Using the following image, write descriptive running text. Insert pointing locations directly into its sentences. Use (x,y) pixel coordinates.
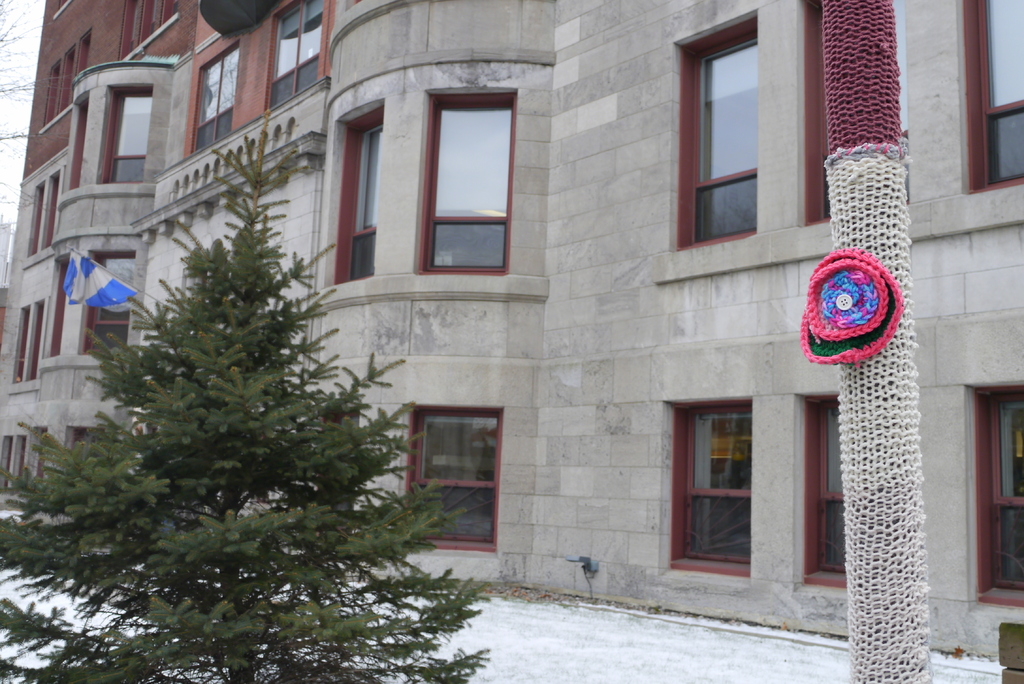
In this image I see a building (493,443) which is of white and red in color and I see a flag (126,287) over here and I see a pole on which there is cloth (881,108) which is of white and maroon in color and there is a colorful thing (840,284) over here and I see the path (739,683) and a tree (42,681) over here.
